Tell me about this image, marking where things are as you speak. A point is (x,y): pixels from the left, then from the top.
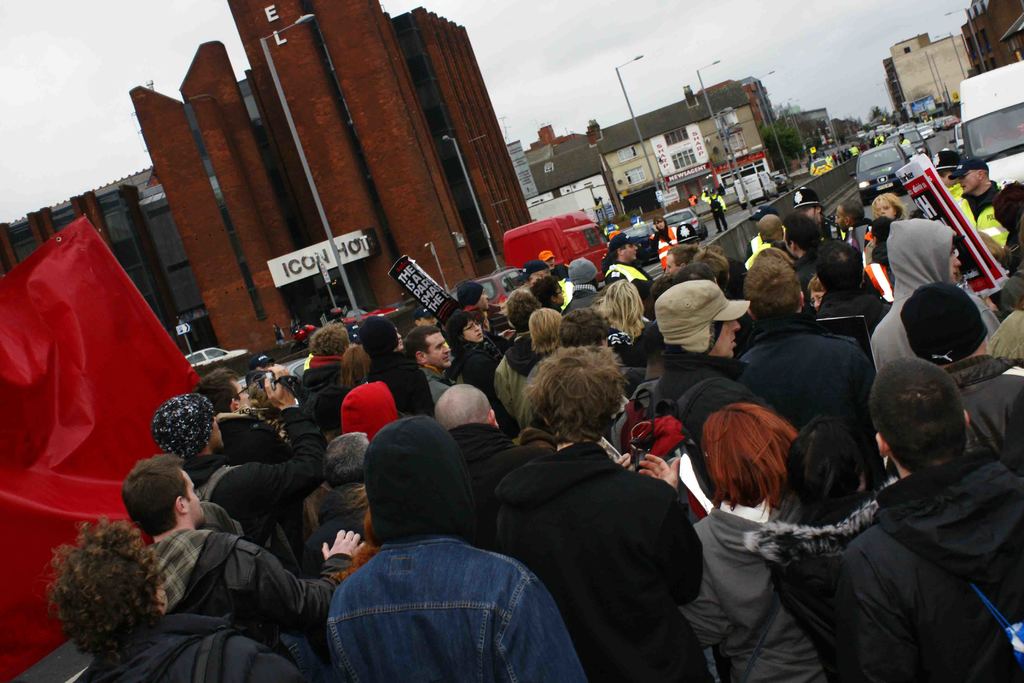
In this image in the middle (518,453) there are people (622,453), street lights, buildings (328,303), vehicles (545,241), cars (873,159), posters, trees (786,136), road (843,191). At the top (669,84) there are clouds (707,42) and sky (807,71).
